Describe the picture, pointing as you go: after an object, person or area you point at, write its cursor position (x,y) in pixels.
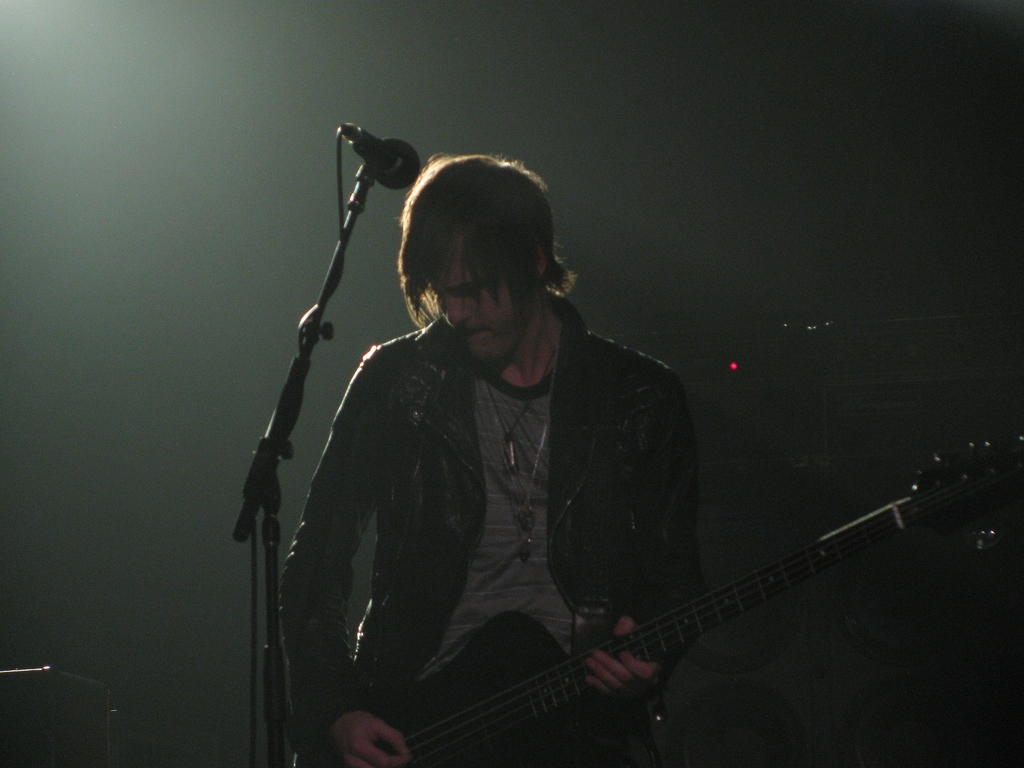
In this pictures there is a man (552,310) standing, holding the guitar (648,660) with his left hand (609,665) and playing the guitar (442,759) with his right hand (357,749), he wore a jacket (603,445) and in background (298,488) there is a black wall (768,305) and microphone stand (256,485) and a microphone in front of him.
